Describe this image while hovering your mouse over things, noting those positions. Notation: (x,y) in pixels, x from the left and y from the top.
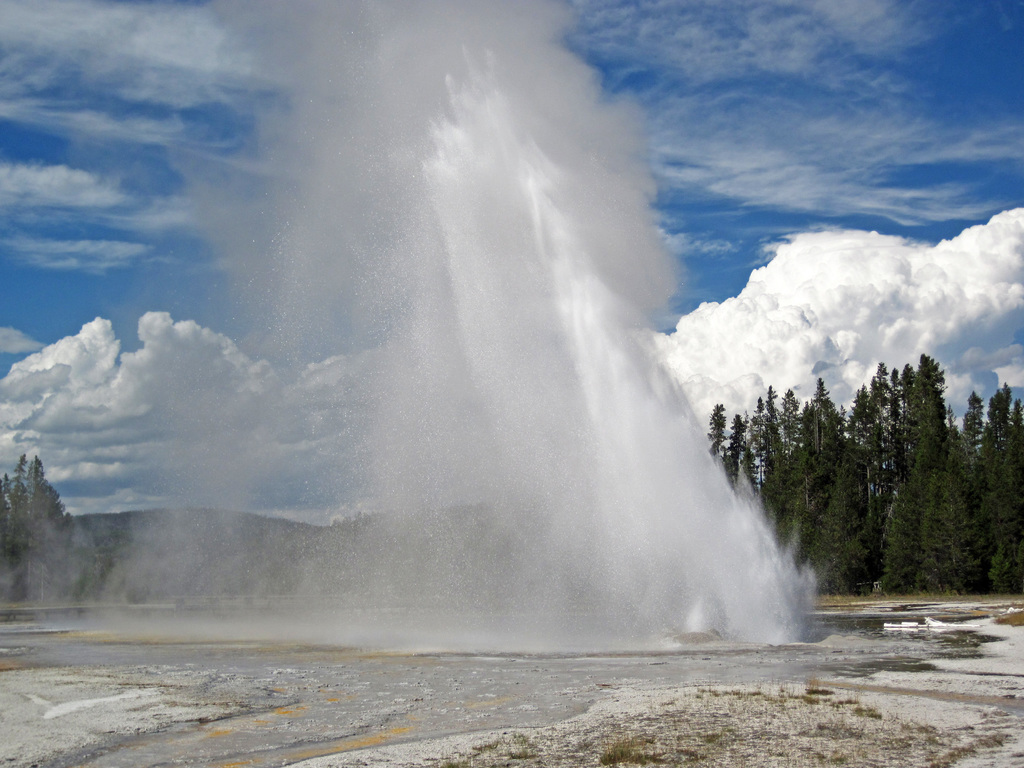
At the bottom of this image (394,685), there is water (860,626) and white surface (729,699). In the background (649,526), there are trees (979,514), a geyser (326,505) and there are clouds (802,297) in the blue sky (650,75).
